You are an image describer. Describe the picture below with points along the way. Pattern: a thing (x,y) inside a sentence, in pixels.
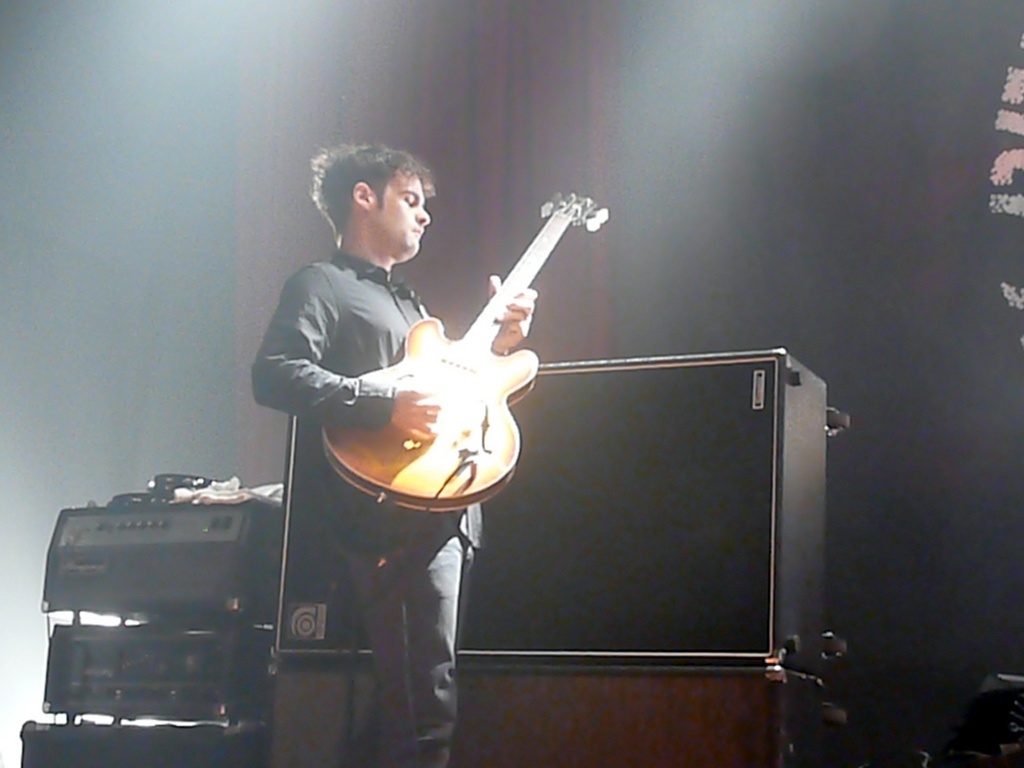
Here is a man (306,326) standing and playing guitar (471,438). I can see some electronic devices (167,575) placed one on the other which are black in color.
